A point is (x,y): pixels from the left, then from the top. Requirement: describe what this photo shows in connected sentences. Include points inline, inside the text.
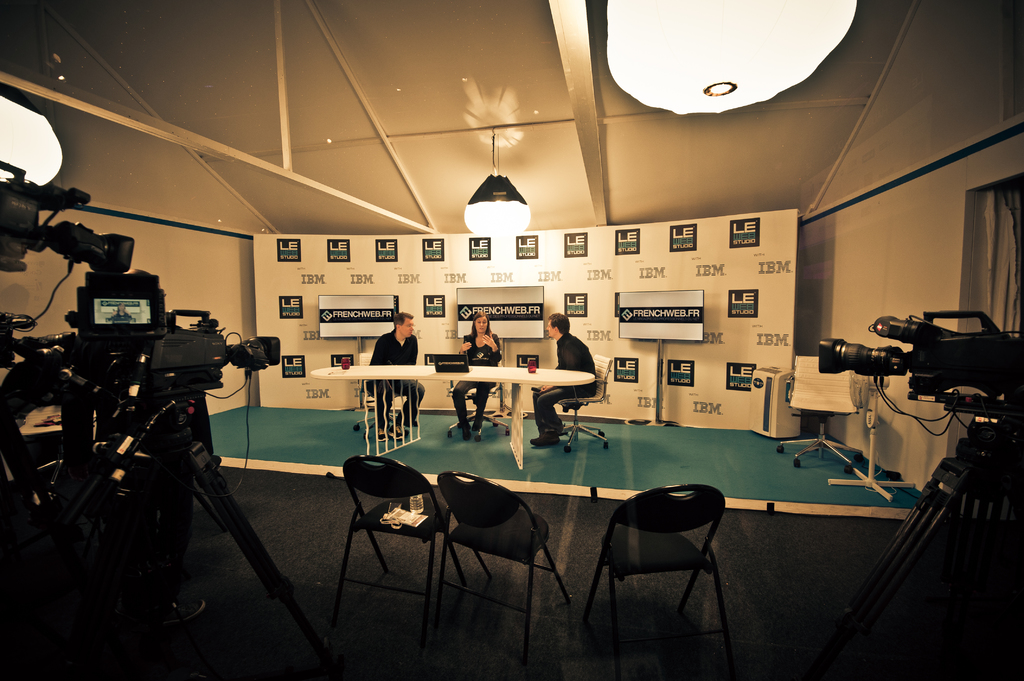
This image is taken inside a room (971,314). There are three people (571,339) in this image, sitting on the chairs (605,363), two men (568,354) and a woman (458,401). In the middle of the image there is a table (514,438) and few empty chairs (512,490). In the left side of the image (12,202) there is a camera (126,446) with stand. In the right side of the image (1005,312) there is a window (992,271) with curtains (1008,264) and a camera (1006,378). In the bottom of the image (800,630) there is a floor (457,635). In the background (731,249) there is a wall (852,283) and a poster (340,278) with text (735,376) on it. At the top of the image (553,50) there is a ceiling (292,128) with lights (745,91).
